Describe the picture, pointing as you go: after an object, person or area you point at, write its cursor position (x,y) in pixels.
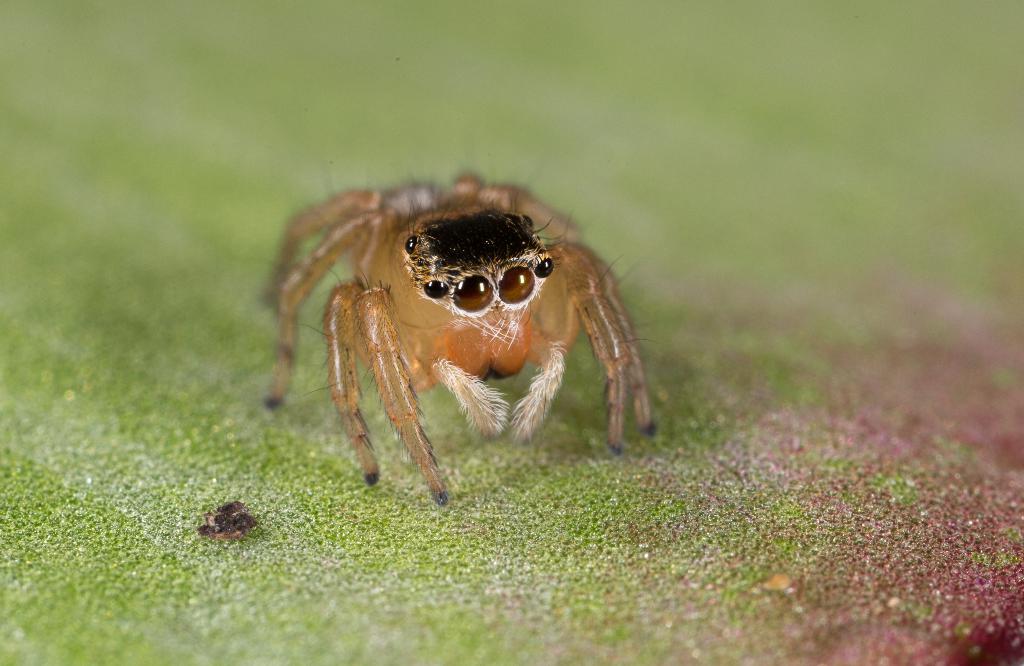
Here we can see a insect (486,422) and there is a blur background (72,47).
